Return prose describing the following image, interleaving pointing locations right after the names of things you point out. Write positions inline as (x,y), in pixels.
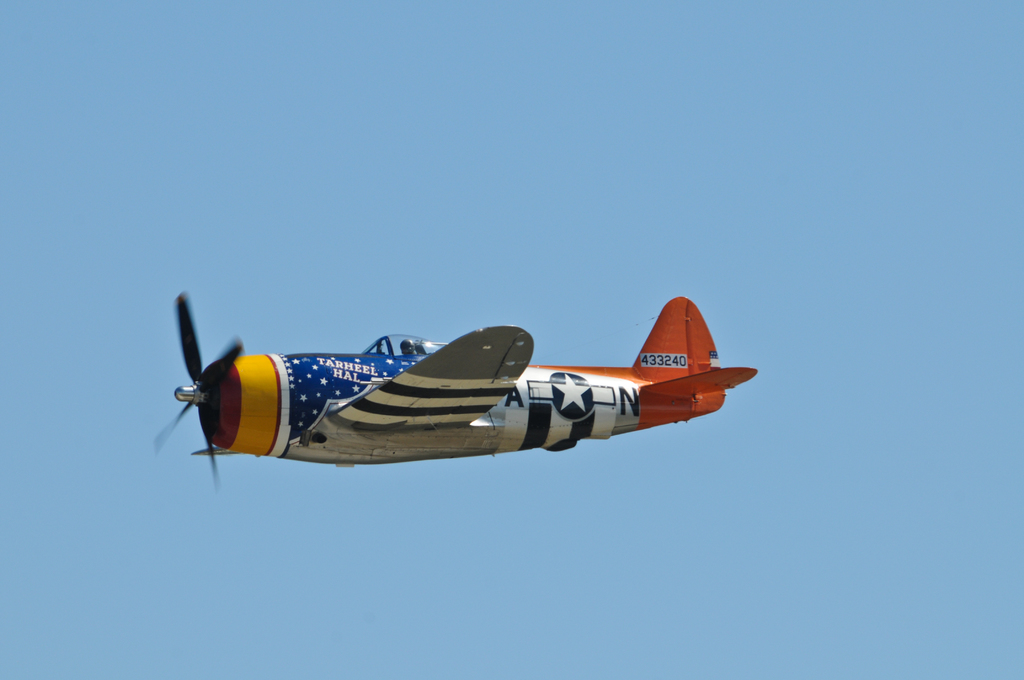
In this picture I can see a propeller plane (440,419) and a blue sky (371,273) in the background (248,222).
